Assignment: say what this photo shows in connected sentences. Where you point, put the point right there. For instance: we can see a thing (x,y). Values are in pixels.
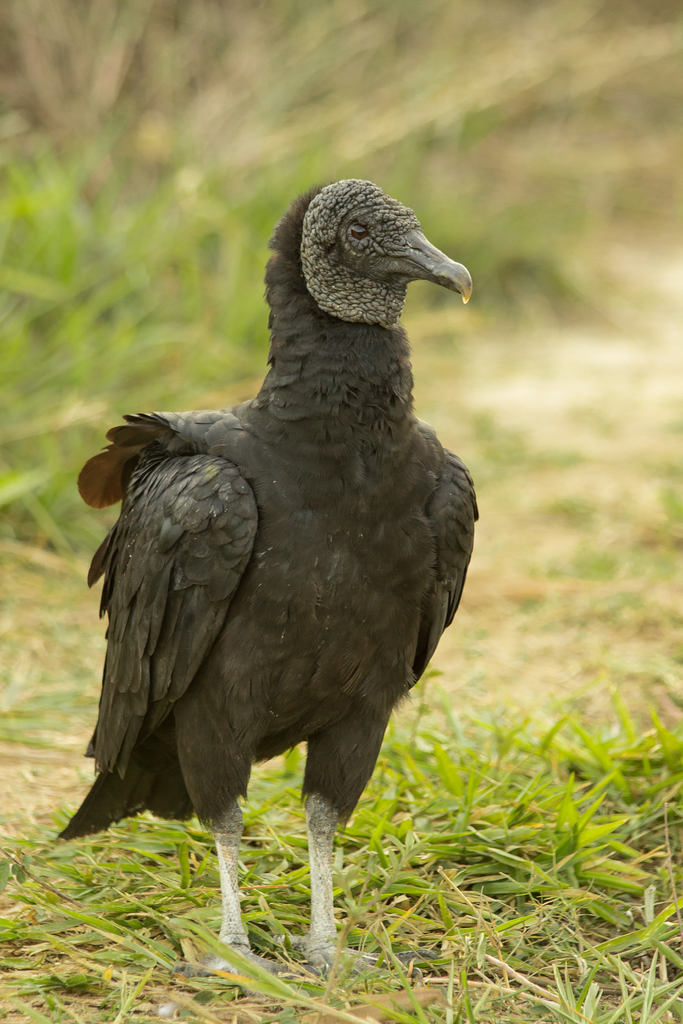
There is a vulture (242,625) on the grass (446,877). In the background (111,360) it is blurred.
